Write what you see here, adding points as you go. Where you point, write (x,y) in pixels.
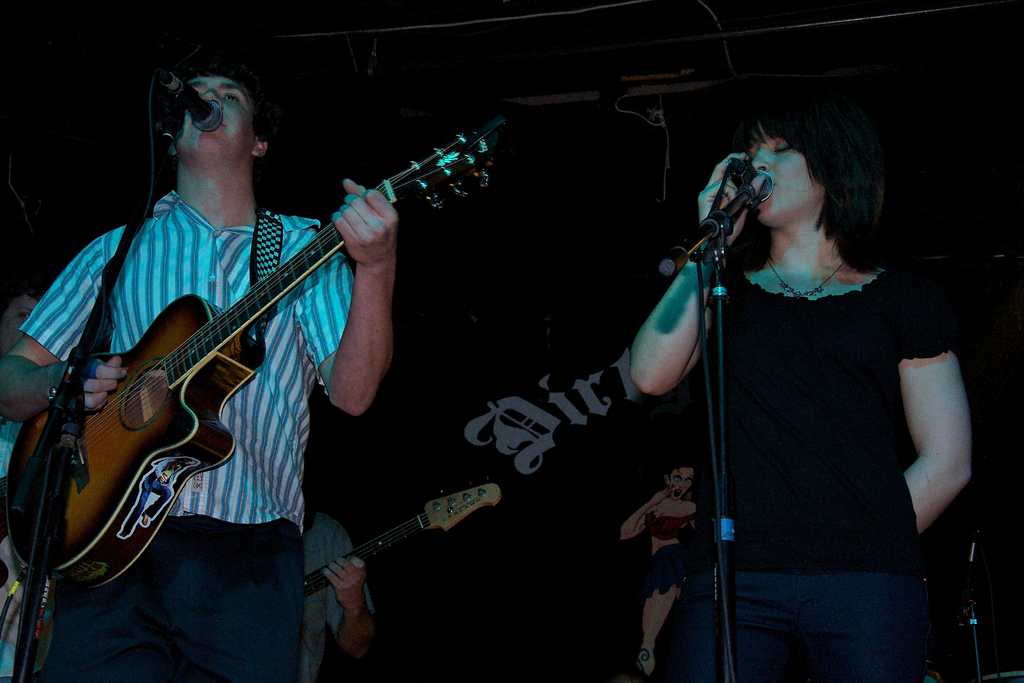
In this picture is a woman (824,104) and a man (211,666) singing in the microphone (762,195) the man (247,223) is playing the guitar (184,405).
